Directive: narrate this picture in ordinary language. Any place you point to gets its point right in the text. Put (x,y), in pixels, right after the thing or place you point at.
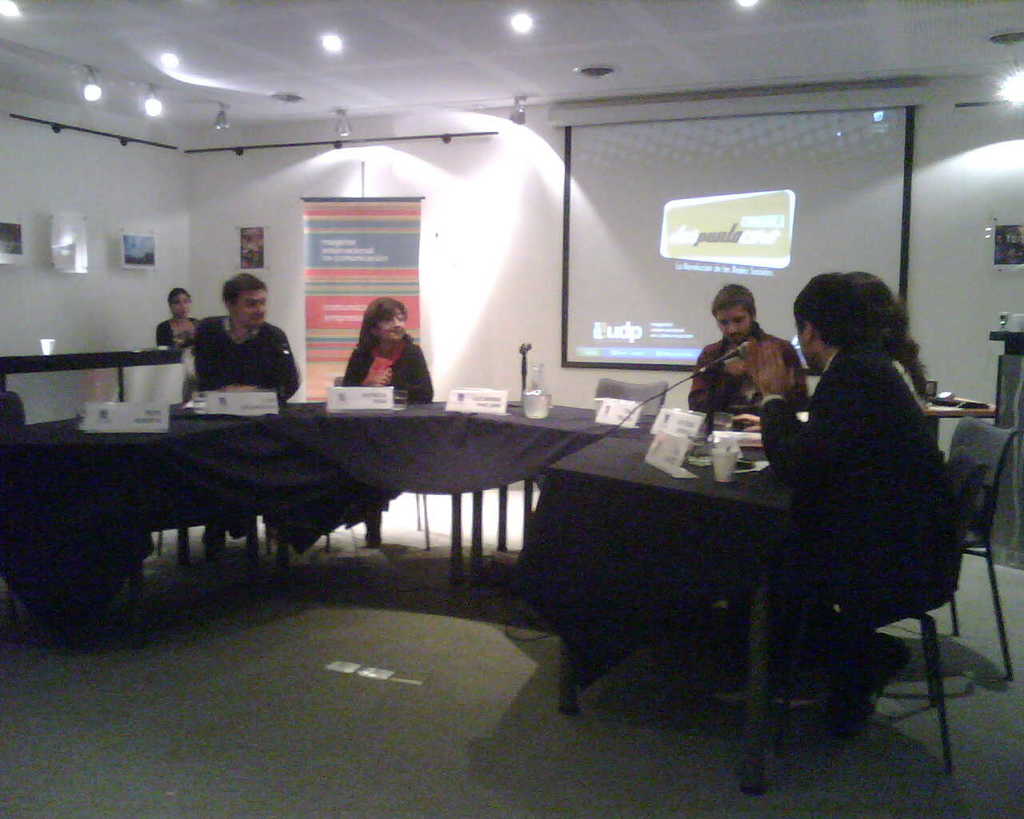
This is an image clicked inside the room (65,149). Here i can see few people (901,487) are sitting on the chairs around the table (491,442) which is covered with a blue cloth (384,476). On the table (188,444) I can see few name board (663,449) and glasses (722,459). In the background (640,215) there is a screen (656,205) is attached to the wall (443,198) and also few frames (64,249) are there. It is looking like a meeting hall (622,168). On the top of the image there are few lights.
